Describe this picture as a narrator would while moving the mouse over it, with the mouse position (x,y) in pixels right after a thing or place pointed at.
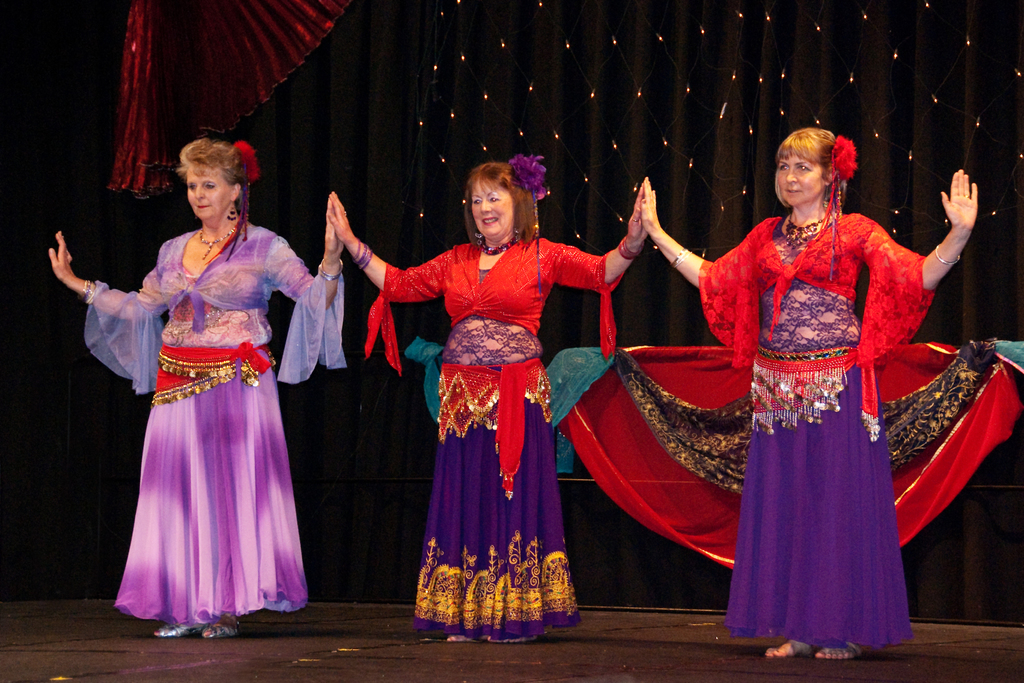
This picture is clicked inside. In the center (460,356) we can see the three women (796,224) wearing dresses (462,312), standing on the floor (931,639) and seems to be dancing. In the background (700,108) we can see the curtains (467,105) and the decoration lights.
